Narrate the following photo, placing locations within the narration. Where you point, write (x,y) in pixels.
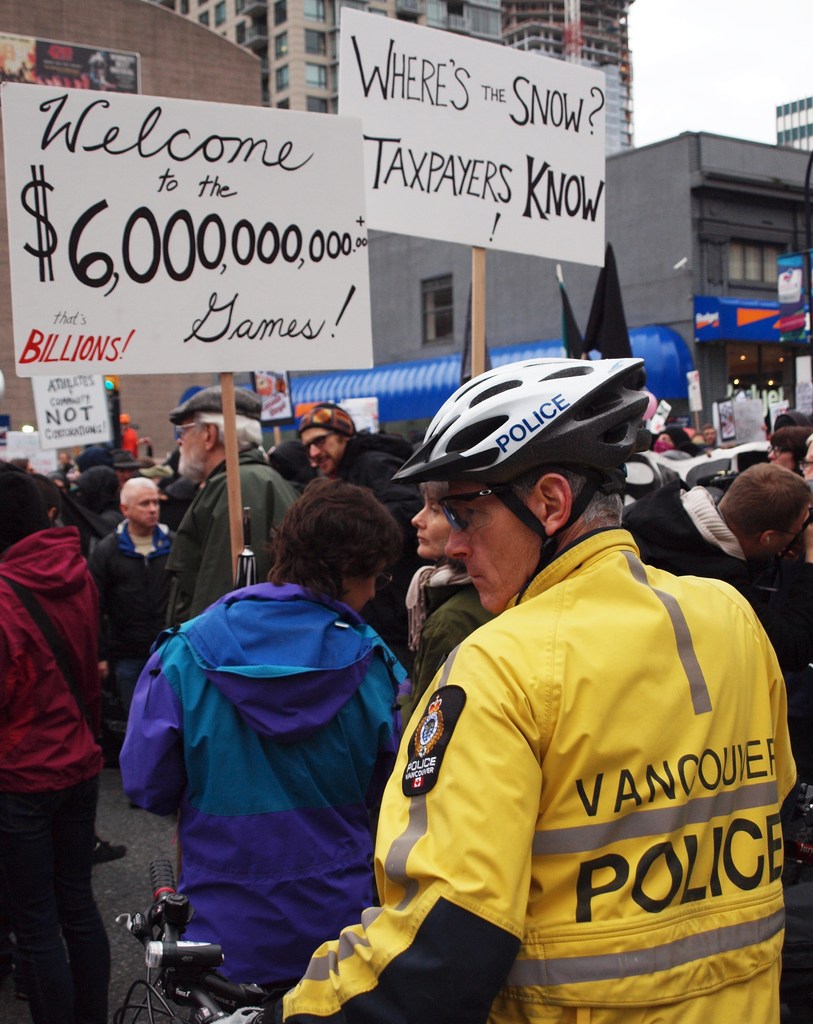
In front of the image there is a police (493,724) with a bicycle (151,992), in front of the police (509,720) there are a few protesters (245,492) holding placards (349,257) in their hands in front of them there are buildings (627,162).
